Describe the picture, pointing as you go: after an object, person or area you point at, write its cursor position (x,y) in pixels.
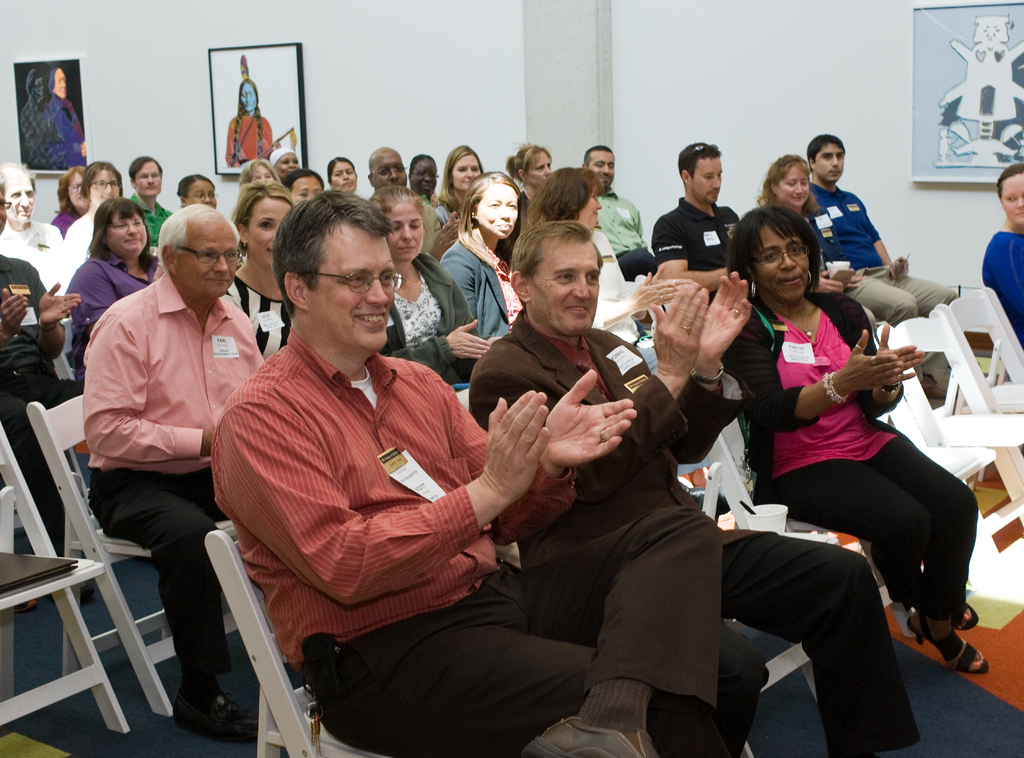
people (677,604) are seated on white chairs (925,431) and clapping. behind them there is a white wall (656,106) on which there are 3 photo frames (265,113). the person (596,469) at the center (644,472) is wearing brown suit (625,433) and tags (797,362) are attached to their shirts (170,365).
